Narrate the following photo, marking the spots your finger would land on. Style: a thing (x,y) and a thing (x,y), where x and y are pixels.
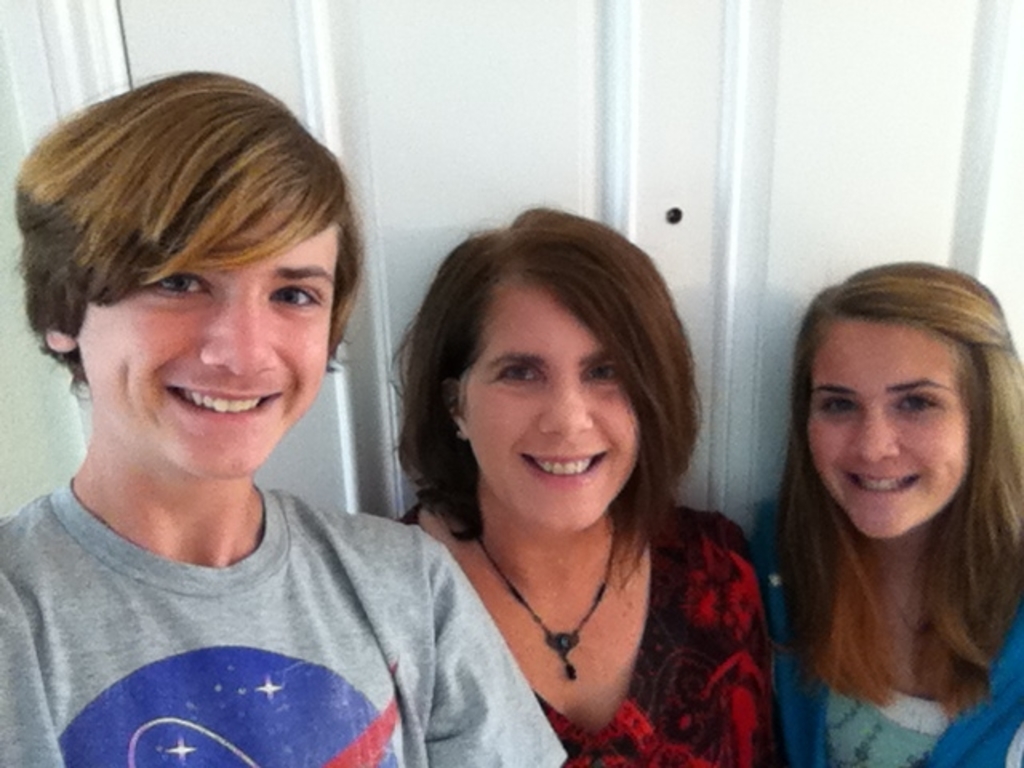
In this image I can see three persons (567,282) and I can also see smile on their faces (895,488). I can also see white colour wall (436,251) in the background (407,125).
